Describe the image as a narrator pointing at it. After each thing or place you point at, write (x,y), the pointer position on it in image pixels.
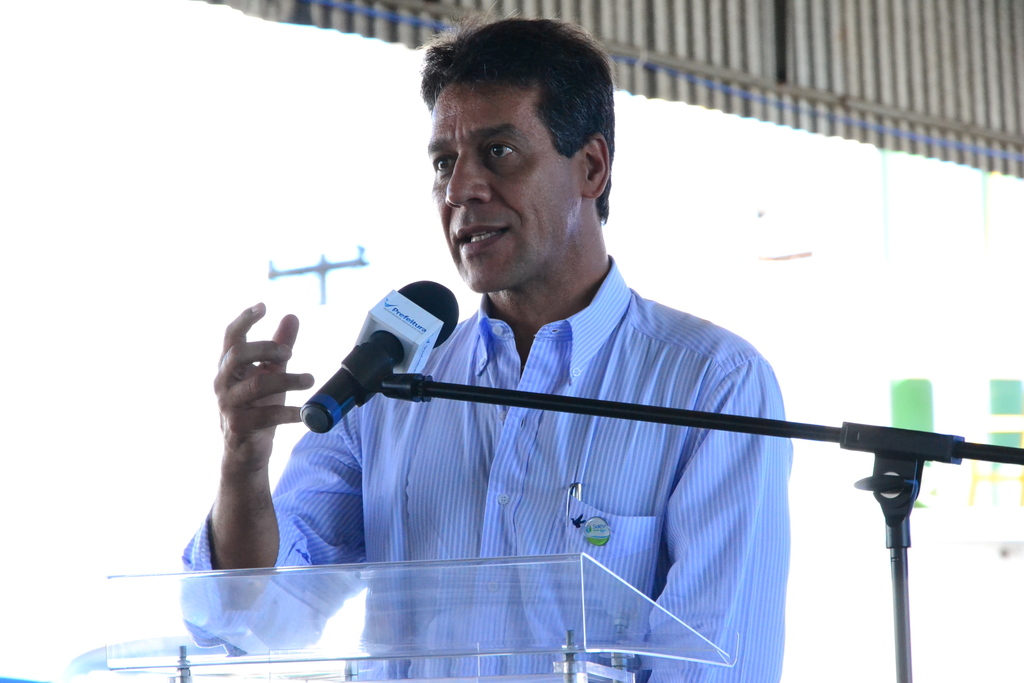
At the bottom of the image (313,629) there is a podium (199,681) and microphone (906,582). Behind the podium (290,621) a man (499,93) is standing. At the top of the image (838,42) there is roof (800,42).
